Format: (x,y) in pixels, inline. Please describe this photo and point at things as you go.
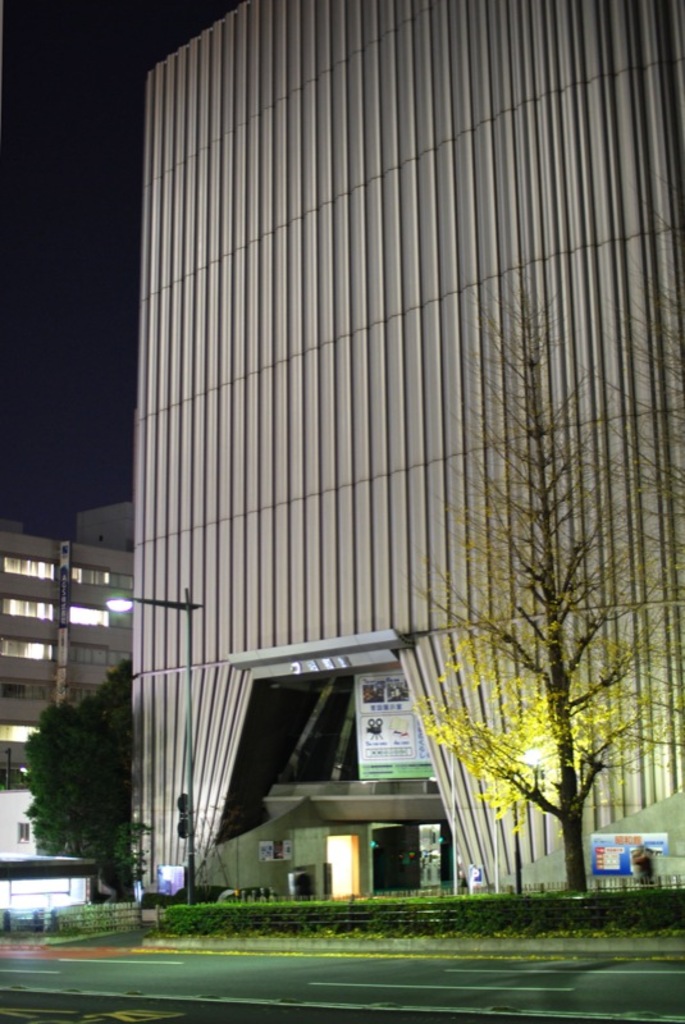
In this image in the background (268,262) there are some buildings (372,795) and trees (78,805) and pole (187,727) and one street light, at the bottom (384,964) there is road (645,961) and grass (467,899) and on the right side (613,858) there is one board (626,858). On the top of the image (71,175) there is sky (58,244).
